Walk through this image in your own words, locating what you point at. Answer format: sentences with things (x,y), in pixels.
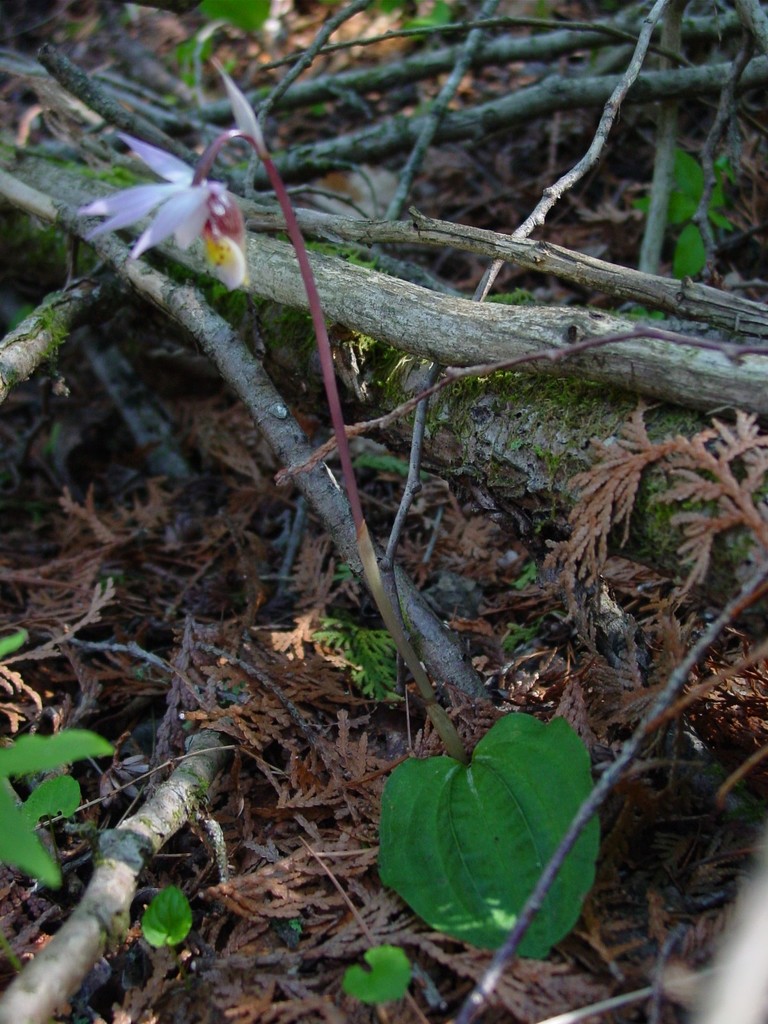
This image consists of plants (401,840) and a flower (234,250). At the bottom (266,840), there are leaves (166,926) and stems (179,804) on the ground (180,954).
